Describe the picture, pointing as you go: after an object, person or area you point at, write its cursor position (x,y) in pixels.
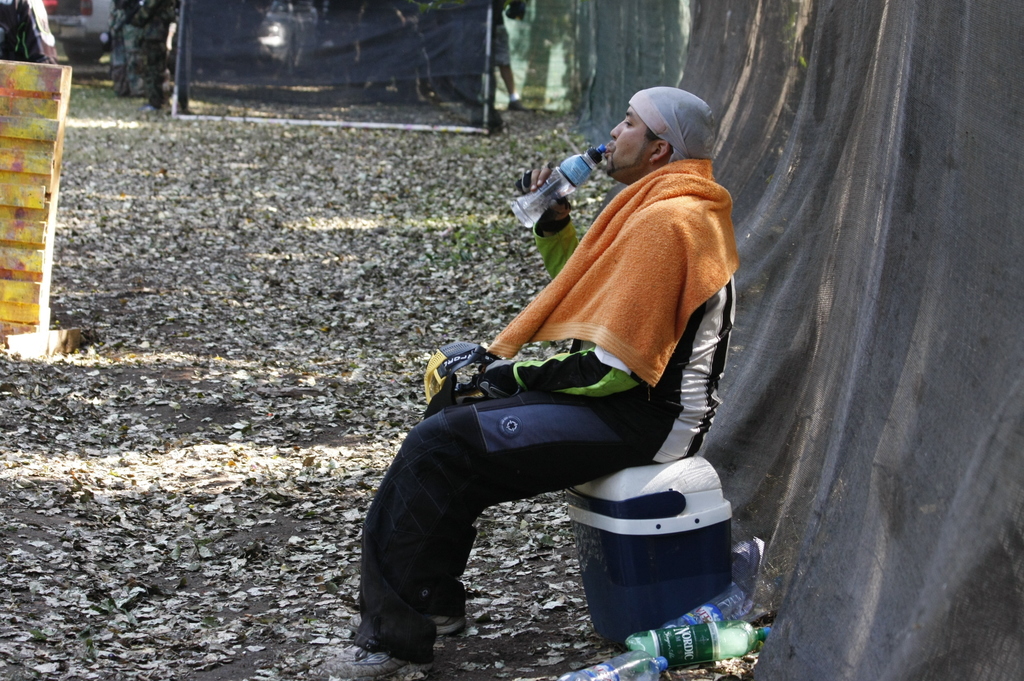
In the picture I can see a man (533,407) sitting on the plastic cooler box (631,532) and he is holding the water bottle (524,195) in his right hand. I can see the water bottles (675,629) on the ground (691,680) at the bottom of the picture (685,631). I can see a wooden stand (53,177) on the top left side (14,185). In the background (388,84), I can see the nets (367,54) and legs (511,76) of a person (507,53).
